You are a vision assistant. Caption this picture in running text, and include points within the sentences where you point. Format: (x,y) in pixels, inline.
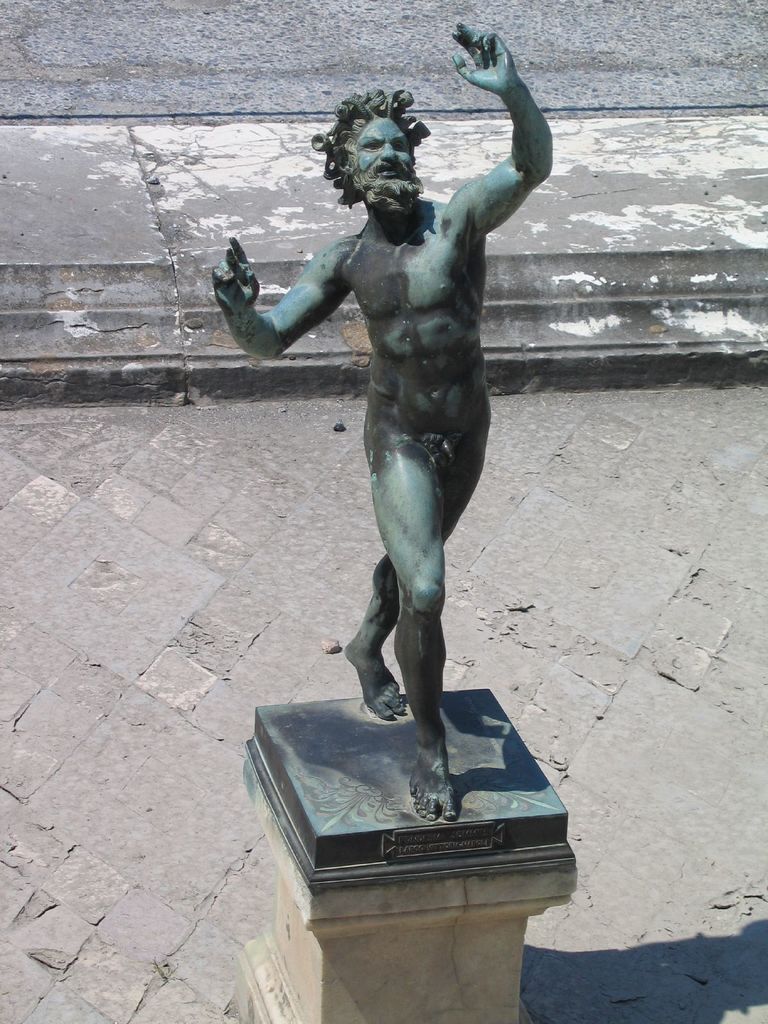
In the center of the image (383,396) we can see a statue (404,414) and some text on the stand (474,848). On the backside (571,843) we can see the ground (263,529).
